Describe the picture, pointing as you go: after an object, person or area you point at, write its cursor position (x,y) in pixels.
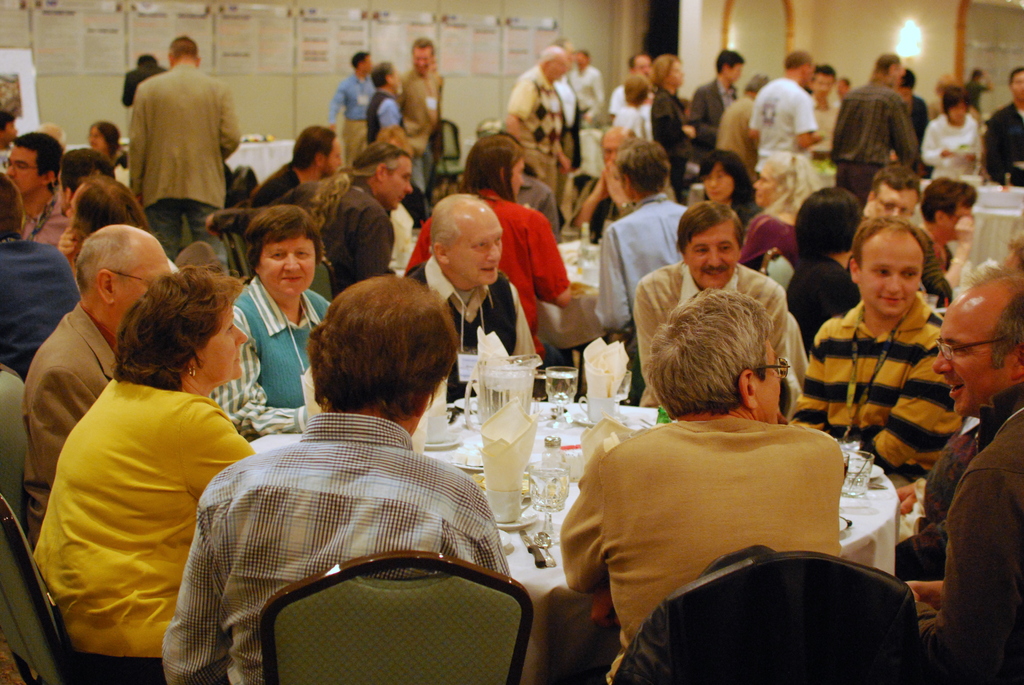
There is a group of people (322,389). Some persons (332,384) are sitting on a chairs (433,609) and some persons (862,158) are standing. There is a table (544,436). There is a glass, bottle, tissue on a table (569,411). We can see in background (117,113) wall (118,92), poster (89,57) and door (659,18).
